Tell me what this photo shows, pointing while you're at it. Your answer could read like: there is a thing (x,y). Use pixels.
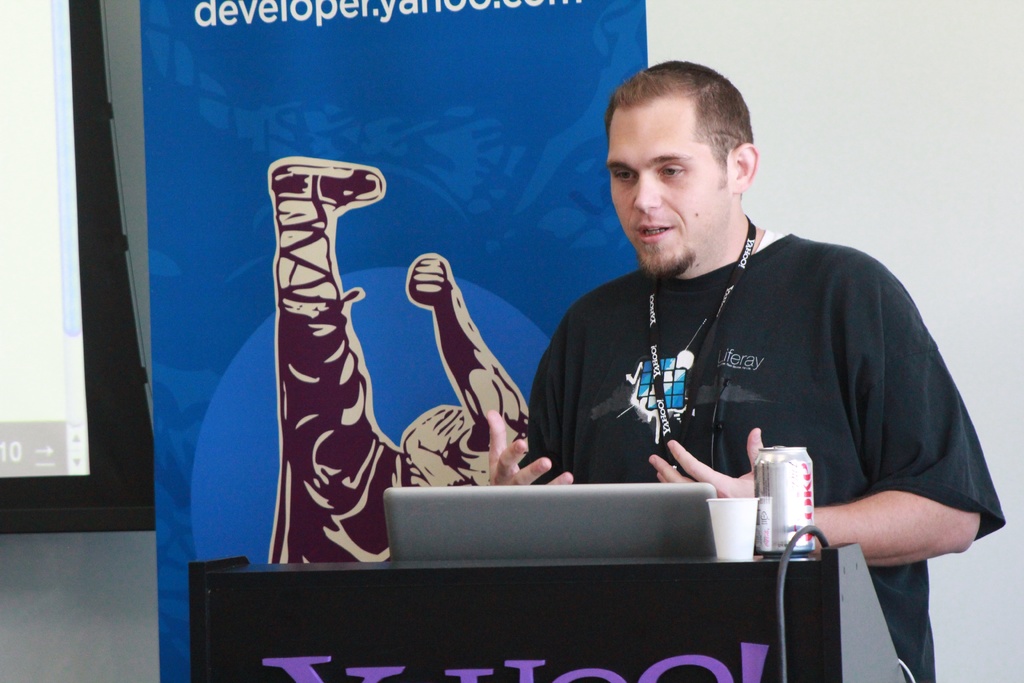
In this picture we can see a man (826,401) is standing in front of a podium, there is a laptop (648,518), a cup (726,522) and a tin (767,536) present on the podium (764,629), in the background (882,232) there is a wall (891,135) and some text (323,5), on the left side (26,183) we can see a screen (24,278).
